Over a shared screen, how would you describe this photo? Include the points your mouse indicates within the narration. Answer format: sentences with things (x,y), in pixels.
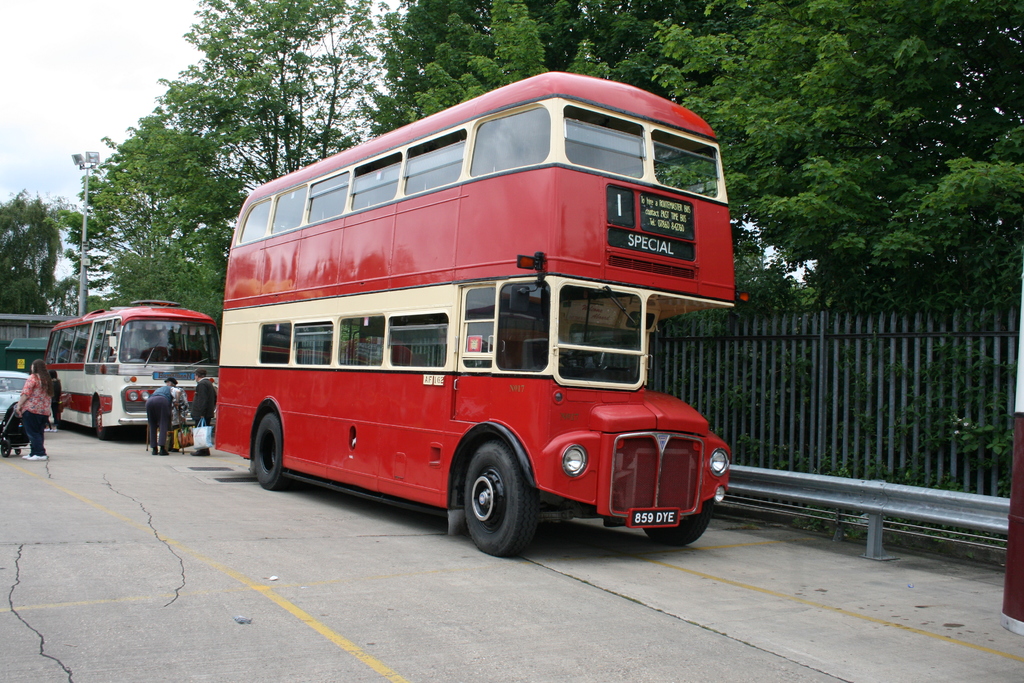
Here in this picture we can see a double Decker bus (456,447) and a bus (142,355) present on the road (128,437) over there and we can see people (39,412) standing and walking on the road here and there and beside that we can see a railing (915,335) present and we can see trees (822,126) present all over there and we can see clouds (149,15) in sky (163,11).
